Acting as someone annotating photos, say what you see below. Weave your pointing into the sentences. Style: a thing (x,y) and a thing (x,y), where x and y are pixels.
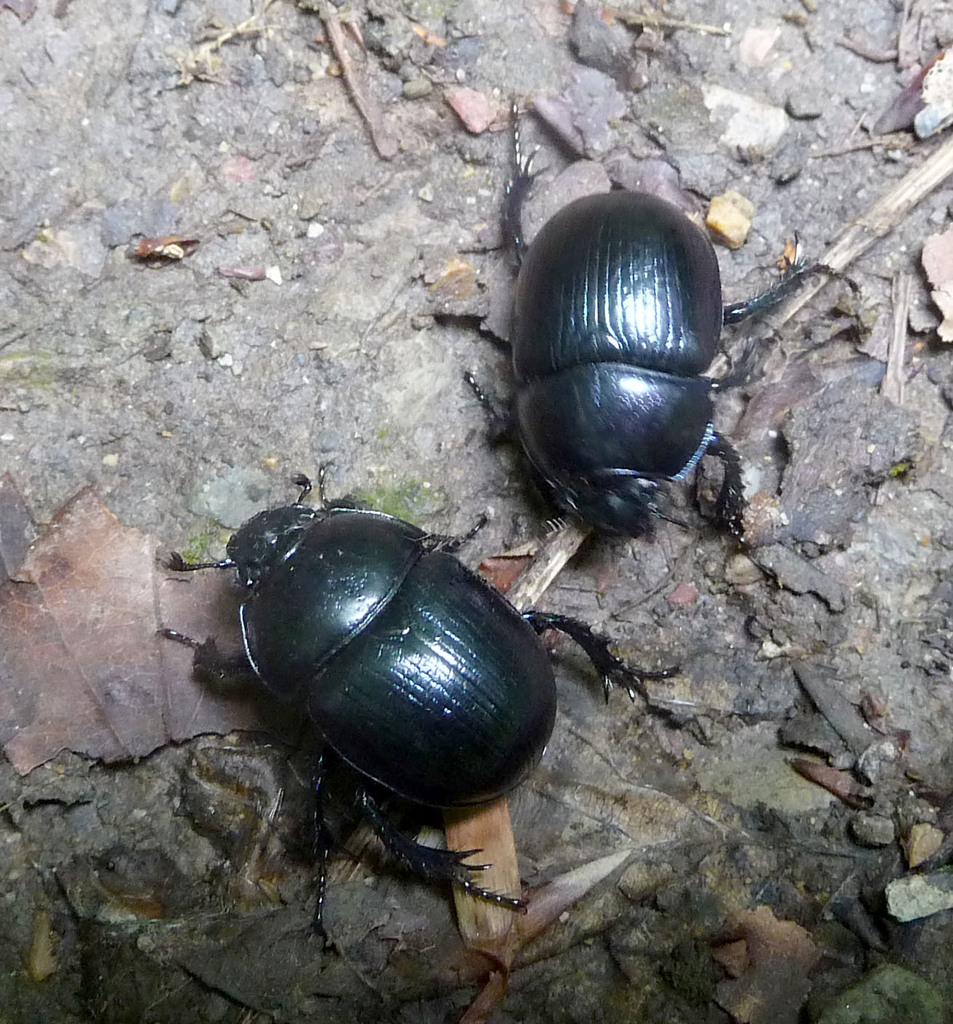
In this image there are two insects (522,704) on the ground (384,369), there are dried leaves (180,720) on the ground (111,842), there is an object (481,852) that looks like a stick (481,852) on the ground (891,168), there are objects (580,94) on the ground (692,677).
